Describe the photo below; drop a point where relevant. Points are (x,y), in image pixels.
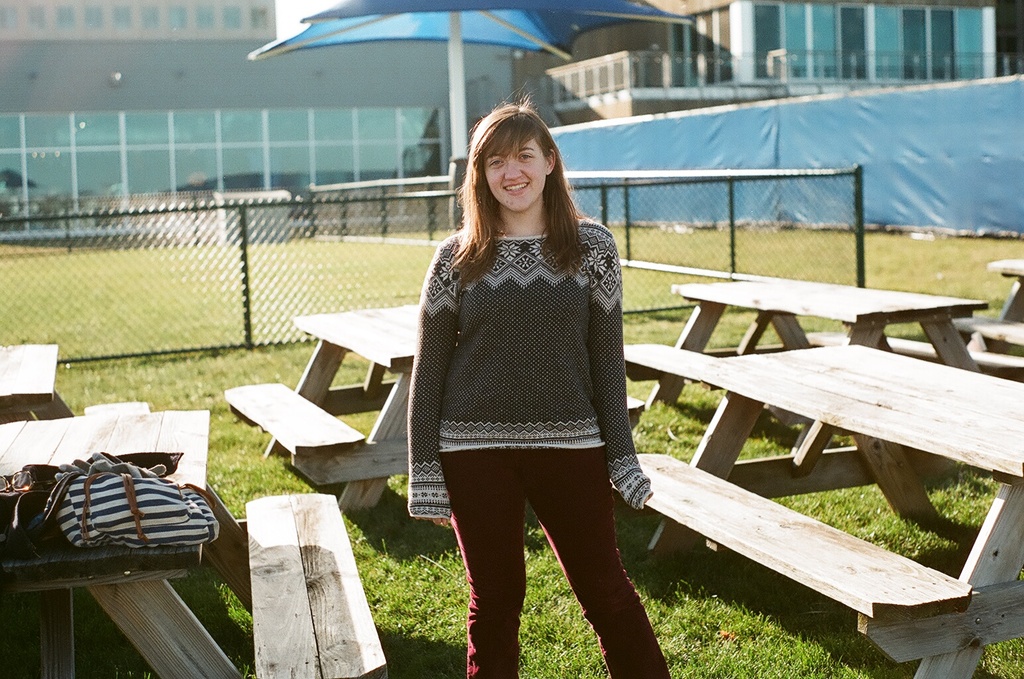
In this image there is woman (525,351) standing in the ground (697,566). There are many benches (744,542) in the ground (671,561), beside the women (531,473) there is a bag (176,502) on the bench (197,468). At the background (144,270) there is a fencing (237,202), and a building (184,91), in this image i can see an umbrella (455,24) in the ground (930,279), on the ground (933,256) i can see a grass (924,260).
